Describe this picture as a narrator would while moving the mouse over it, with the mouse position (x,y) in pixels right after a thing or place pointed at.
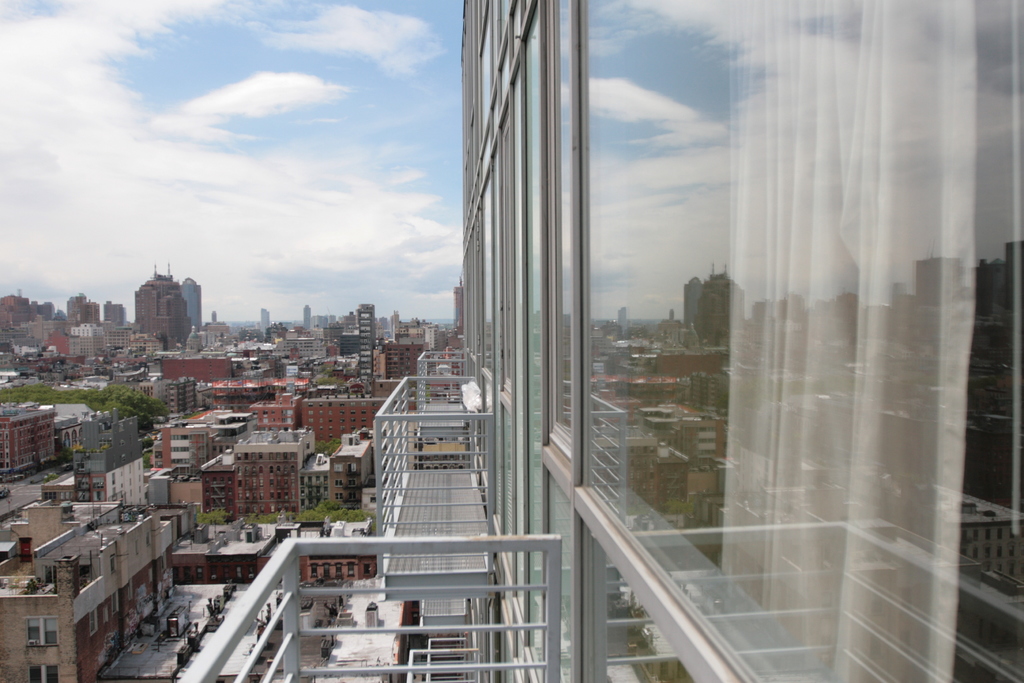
In this picture I can see trees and buildings (184,517). On the buildings (174,580) I can see some objects (207,610). On the right side (692,188) I can see framed glass wall (618,304). Inside the building (617,326) I can see white color curtain (790,406). Here we have balconies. In the background (261,215) I can see the sky (242,179).
